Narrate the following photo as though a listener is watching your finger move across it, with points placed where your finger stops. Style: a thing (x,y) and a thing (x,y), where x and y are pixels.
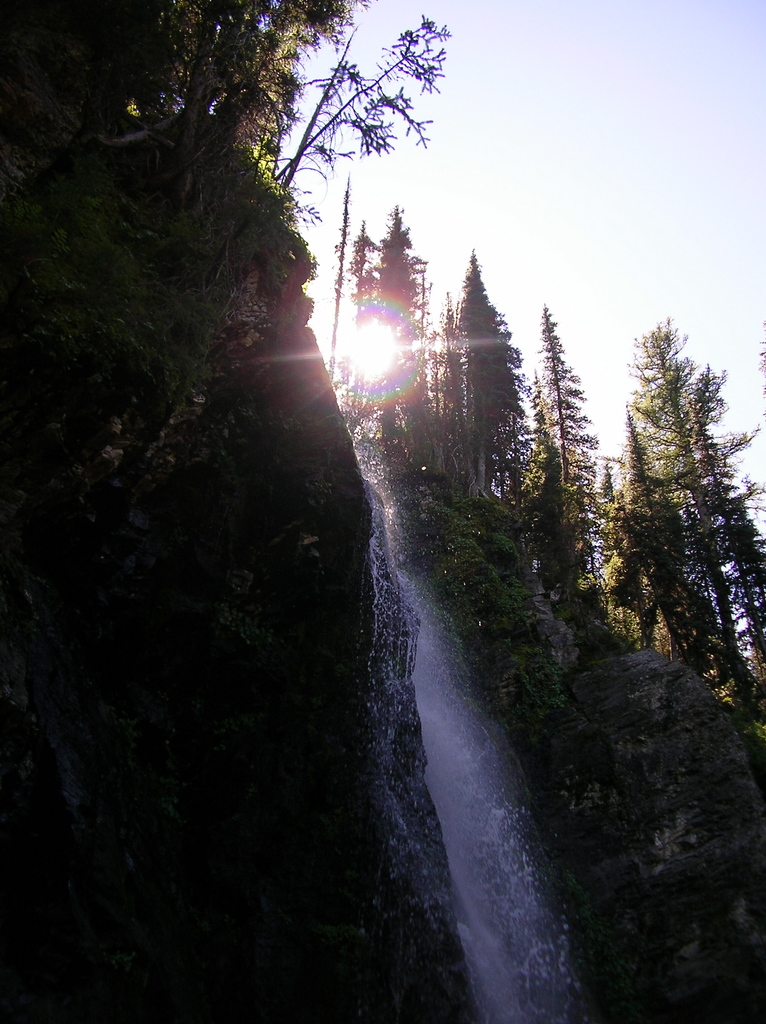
In the picture we can see two rock hills (516,760) from it, we can see a waterfall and on the top of the hill (125,889) we can see some trees (467,424) and behind it we can see the sky (605,353) with a sunrise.
